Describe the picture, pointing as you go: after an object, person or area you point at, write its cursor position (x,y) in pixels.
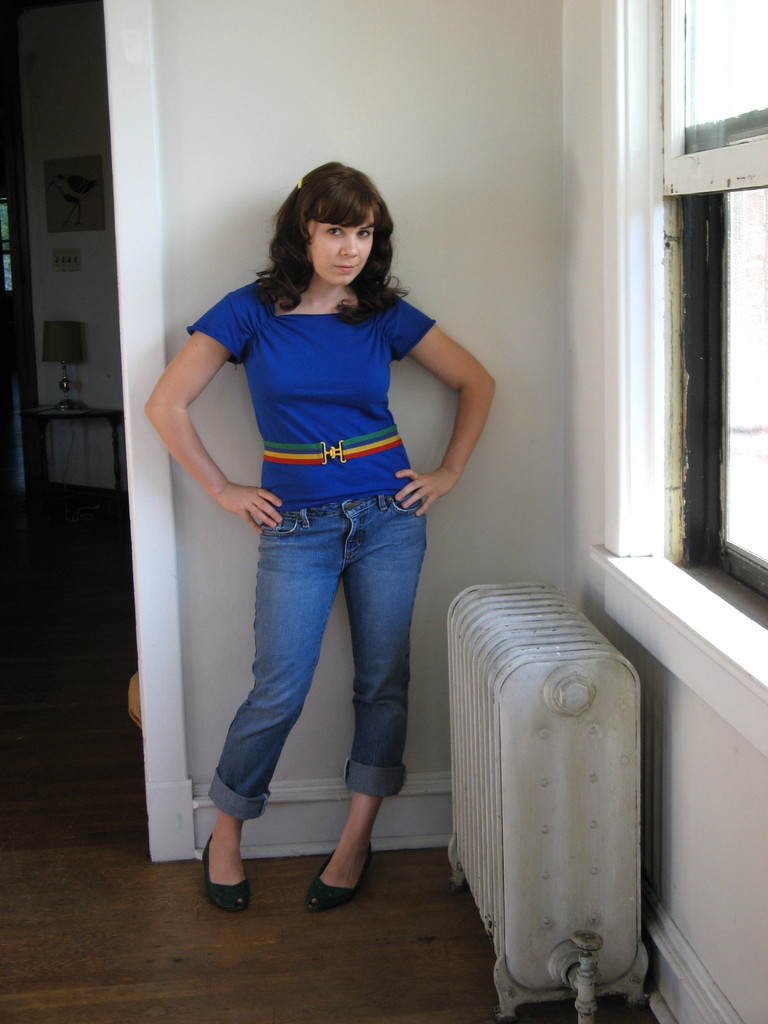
In the center of the image (386,554) we can see one woman (335,522) standing and she is wearing blue color t shirt (301,413). In the background (41,216) there is a wall (559,247), window (728,210), table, lamp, photo frame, switchboard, white color object (558,770) and a few other objects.
